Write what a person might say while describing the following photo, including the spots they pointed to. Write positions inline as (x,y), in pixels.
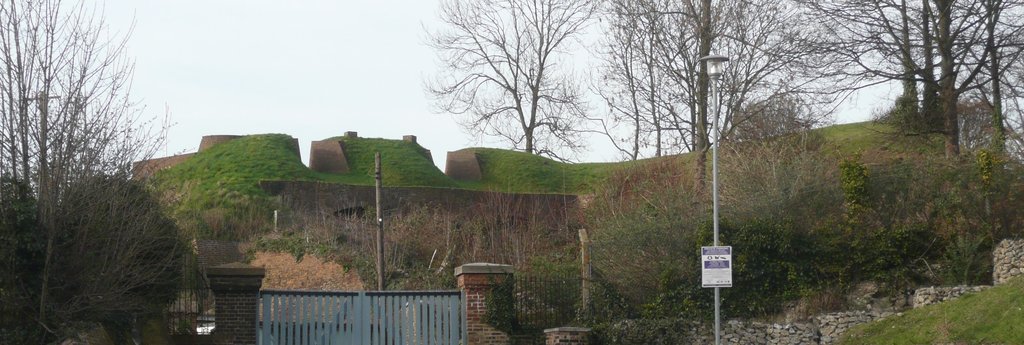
As we can see in the image there is a gate (293,339), pole (714,132), stones (770,323), trees (27,228) and grass (402,169). On the top (268,47) there is sky (234,52).
